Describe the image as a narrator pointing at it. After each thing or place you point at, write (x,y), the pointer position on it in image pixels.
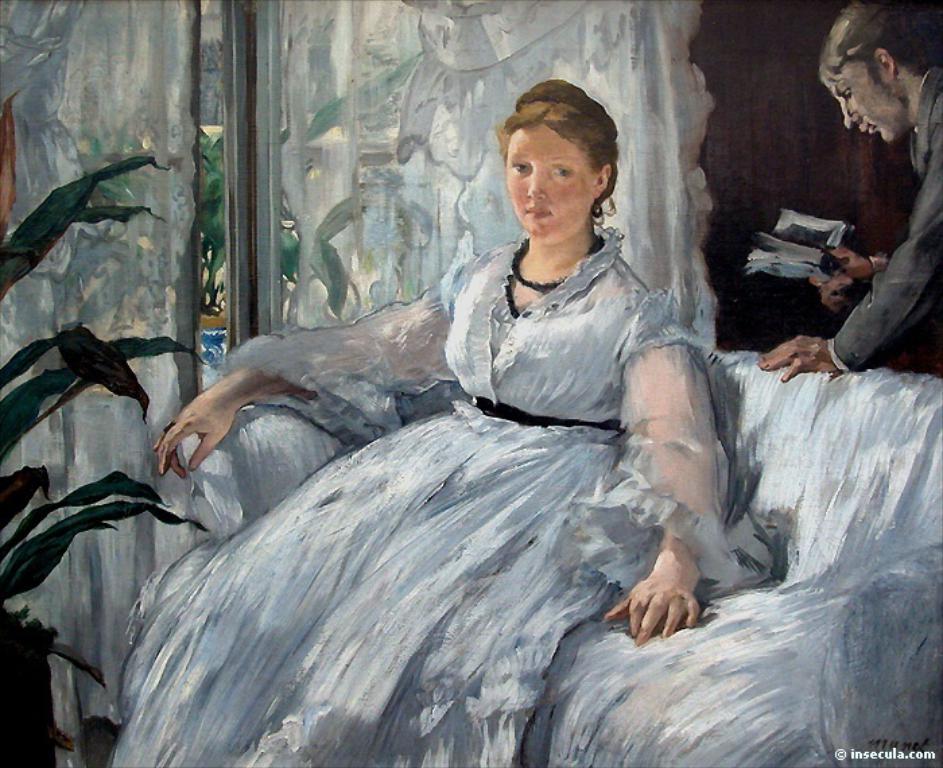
In this picture I can see there is a painting (500,466) and there is a woman (456,645) sitting on the couch (818,437) and in the backdrop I can see there is a person (911,23) standing and there is a plant (76,527) on the left side (37,631). There is a window (64,102) and there is a curtain (308,182).
